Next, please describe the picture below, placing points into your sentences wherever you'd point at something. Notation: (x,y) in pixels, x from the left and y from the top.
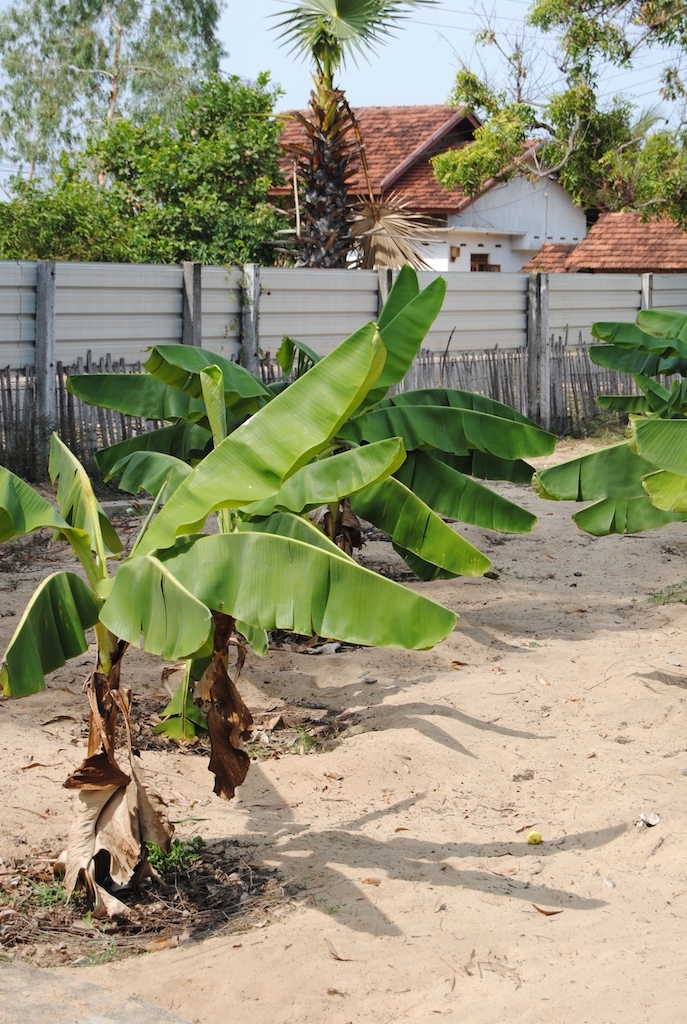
In this image, we can see trees (351,218), plants (234,441) and houses (355,164) and there is a fence (584,340). At the bottom (488,839), there is ground (404,853).
